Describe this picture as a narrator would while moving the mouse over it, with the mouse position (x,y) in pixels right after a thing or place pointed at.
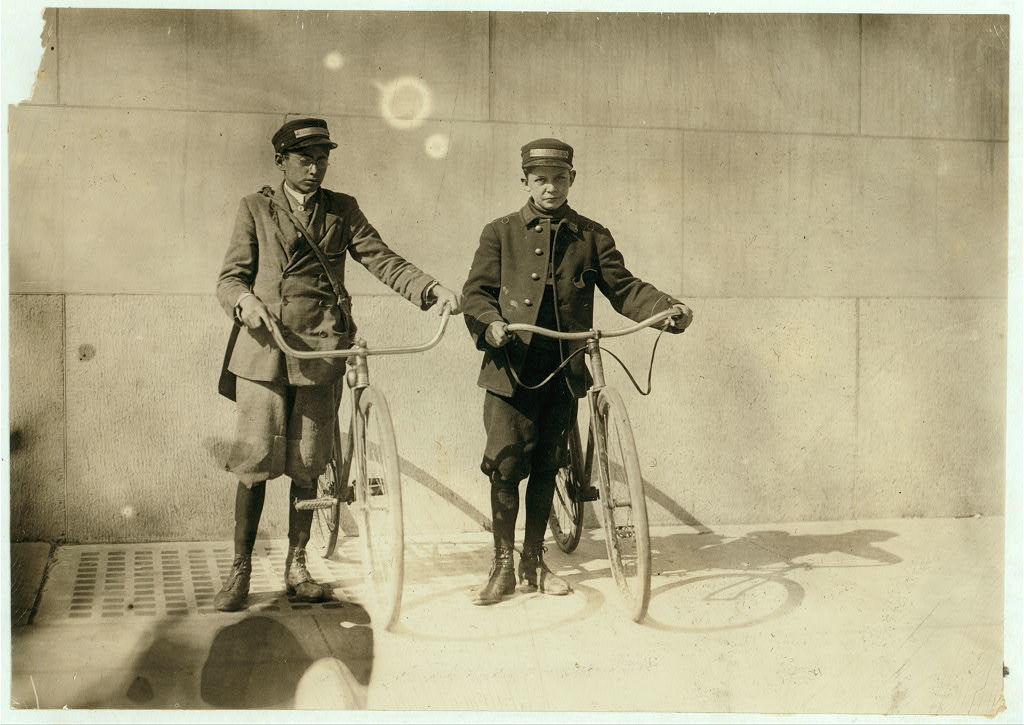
In the center of this picture (499,345) we can see the two persons (481,271) wearing jackets (313,285), standing and holding bicycles (574,438). In the background (169,51) we can see an object (357,109) seems to be the wall (258,64).
